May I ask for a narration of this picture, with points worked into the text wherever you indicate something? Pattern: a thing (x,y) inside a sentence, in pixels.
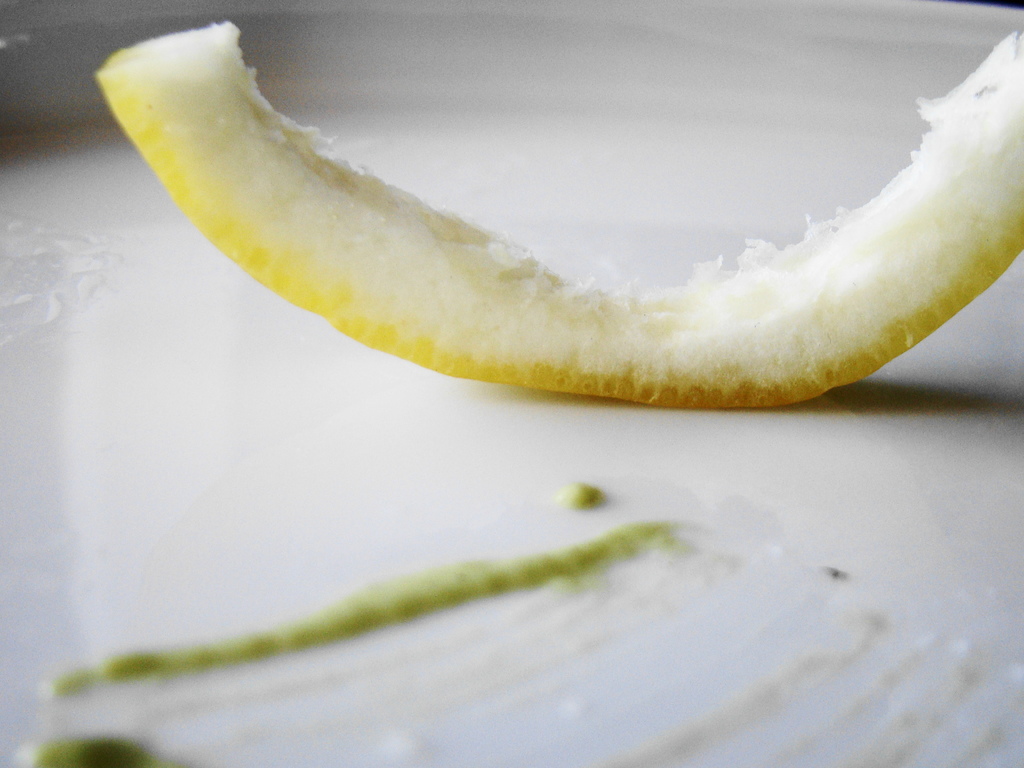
In this image we can see a lemon peel (627,315) placed in a plate (581,526).
